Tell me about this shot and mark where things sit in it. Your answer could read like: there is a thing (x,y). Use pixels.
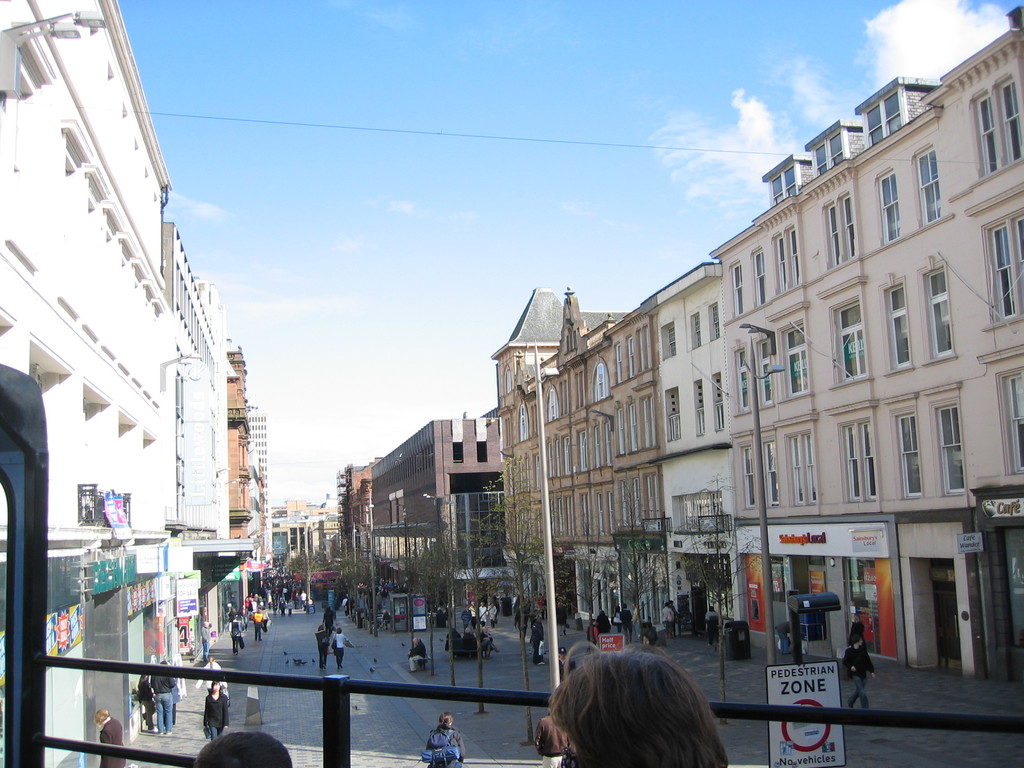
This is an outside view. At the bottom of this image (265,682) I can see the railing (333,694). In the background (466,640), I can see many people (536,622) are walking on the road (359,673). In the middle of the road (507,641) I can see some trees (449,593) and the poles (552,552). On the both sides of the road (296,617) I can see the buildings (514,431). At the top (505,170) I can see the sky (589,107) and clouds (736,144).
